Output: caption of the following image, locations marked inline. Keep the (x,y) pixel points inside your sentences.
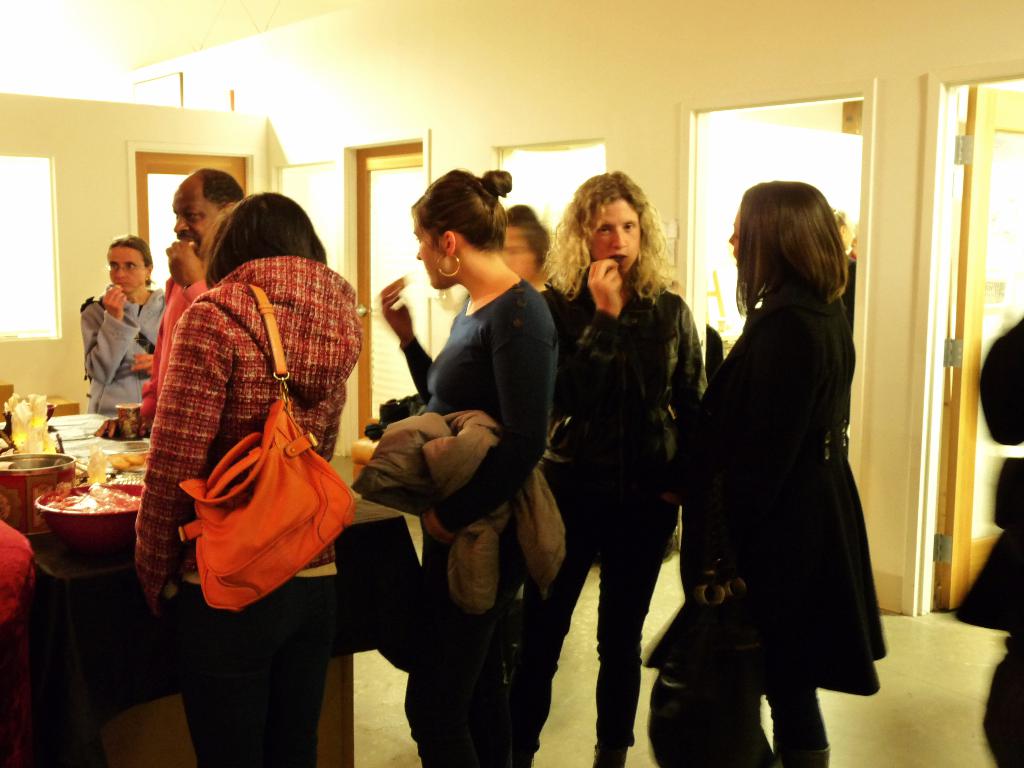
In the background (244,86) we can see the doors (967,186) and the wall (724,72). On the left side of the picture (74,489) we can see a bowl (51,510) and few objects (30,515) on a table (42,575). In this picture we can see the people (745,324) standing. We can see a woman (476,352) holding a jacket (524,523) and another woman (275,393) wearing a jacket (269,400). We can see she is carrying a bag (270,470).
